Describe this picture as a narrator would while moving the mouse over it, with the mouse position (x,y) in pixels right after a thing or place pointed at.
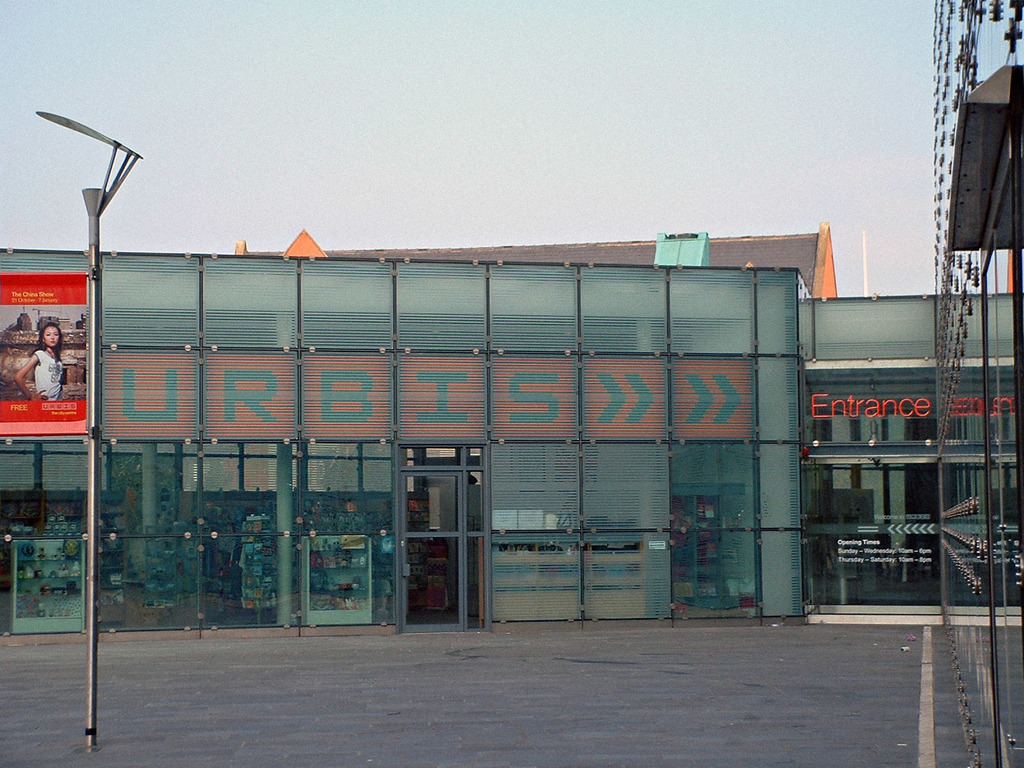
I see the building (585,274) in this photo and something written on it URBIS.
